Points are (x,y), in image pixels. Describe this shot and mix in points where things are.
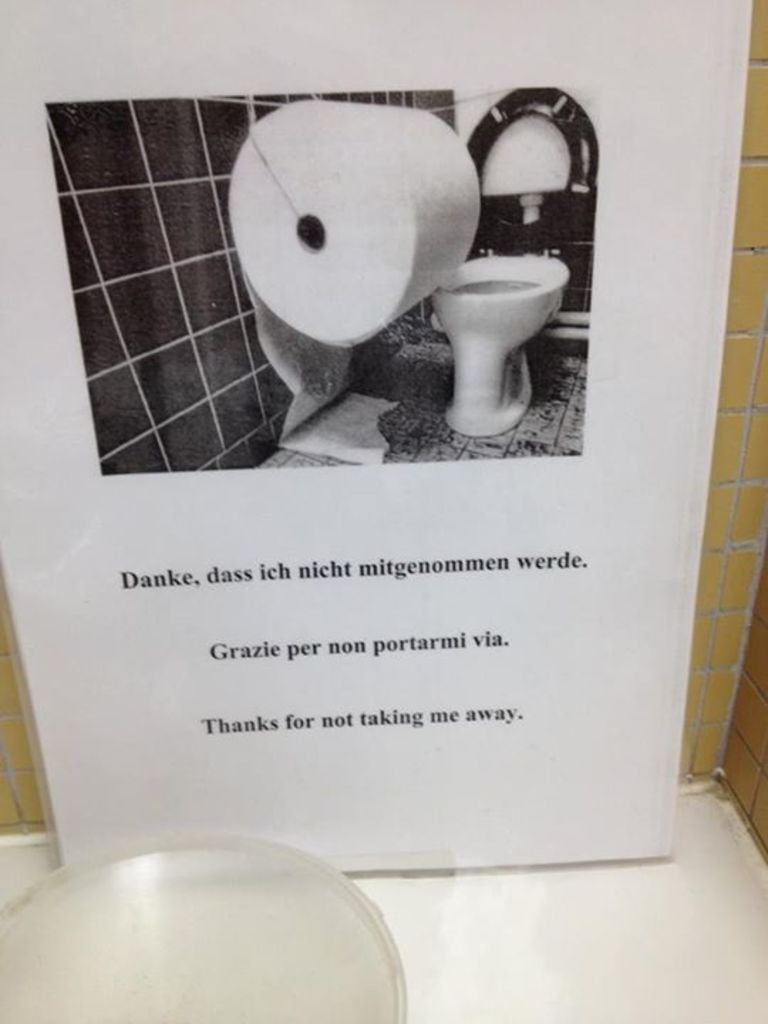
In this image, we can see a board (409,532) with some text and there is an image (377,313) of a toilet (474,321) and a paper roll (371,319). At the bottom (351,898), there is an object (394,971) on a ledge (601,930).
